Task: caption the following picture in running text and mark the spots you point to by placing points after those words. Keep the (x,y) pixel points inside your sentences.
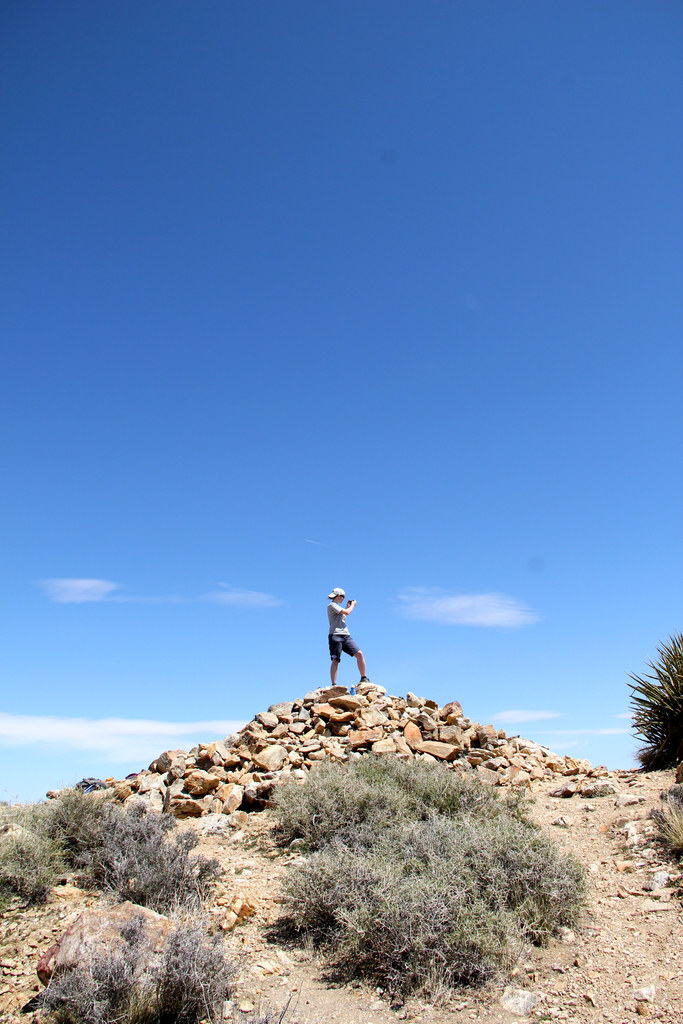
In this image, I can see a person (337,683) standing on the rocks (358,712). At the bottom of the image (183,847), there are plants (440,858). In the background (481,643), I can see the sky (460,451).
